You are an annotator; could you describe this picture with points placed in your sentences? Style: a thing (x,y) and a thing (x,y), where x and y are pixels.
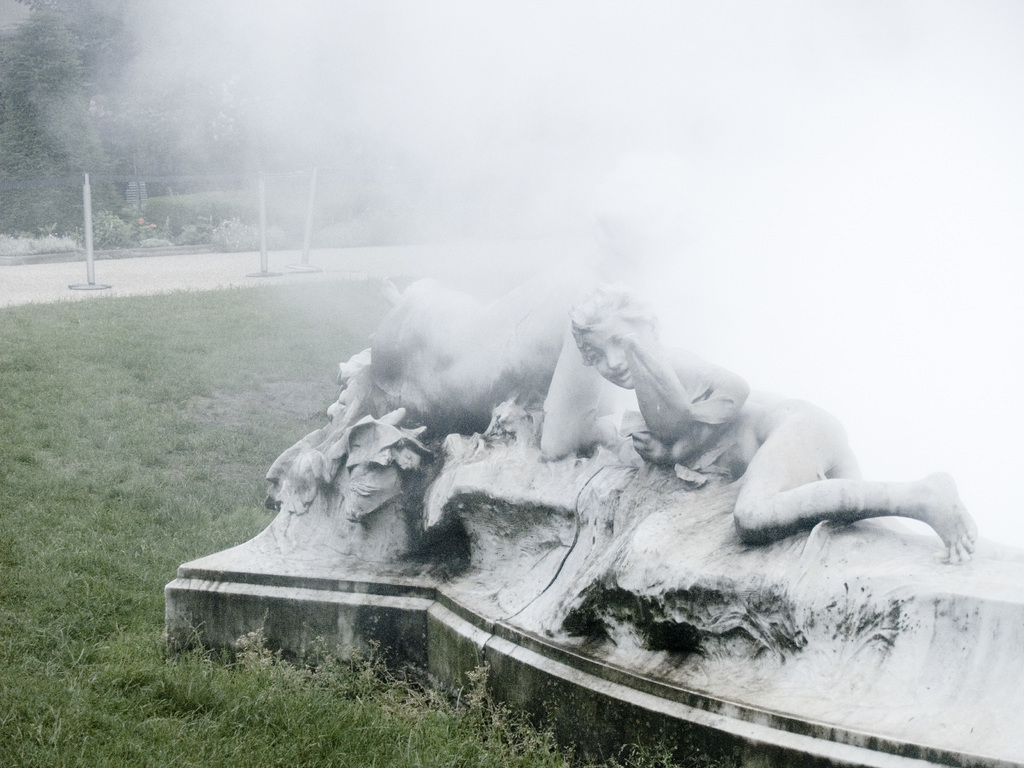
In the center of the image (527,485) we can see a statue (383,518). In the background of the image (251,173) we can see trees (192,162), poles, road (227,258) are there. At the bottom of the image (152,705) grass (221,413) is there.
